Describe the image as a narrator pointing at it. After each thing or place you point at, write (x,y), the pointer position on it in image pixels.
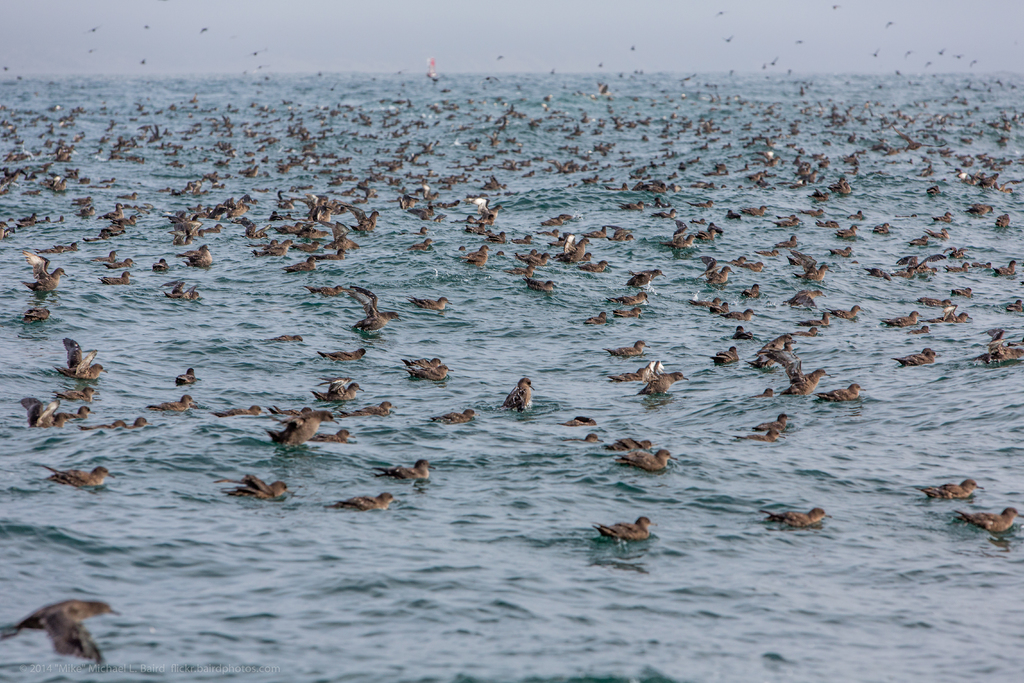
In this image, a flight of birds (770,431) in the water (576,332) and few birds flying in the sky (729,48). This looks like a sea (528,526).
